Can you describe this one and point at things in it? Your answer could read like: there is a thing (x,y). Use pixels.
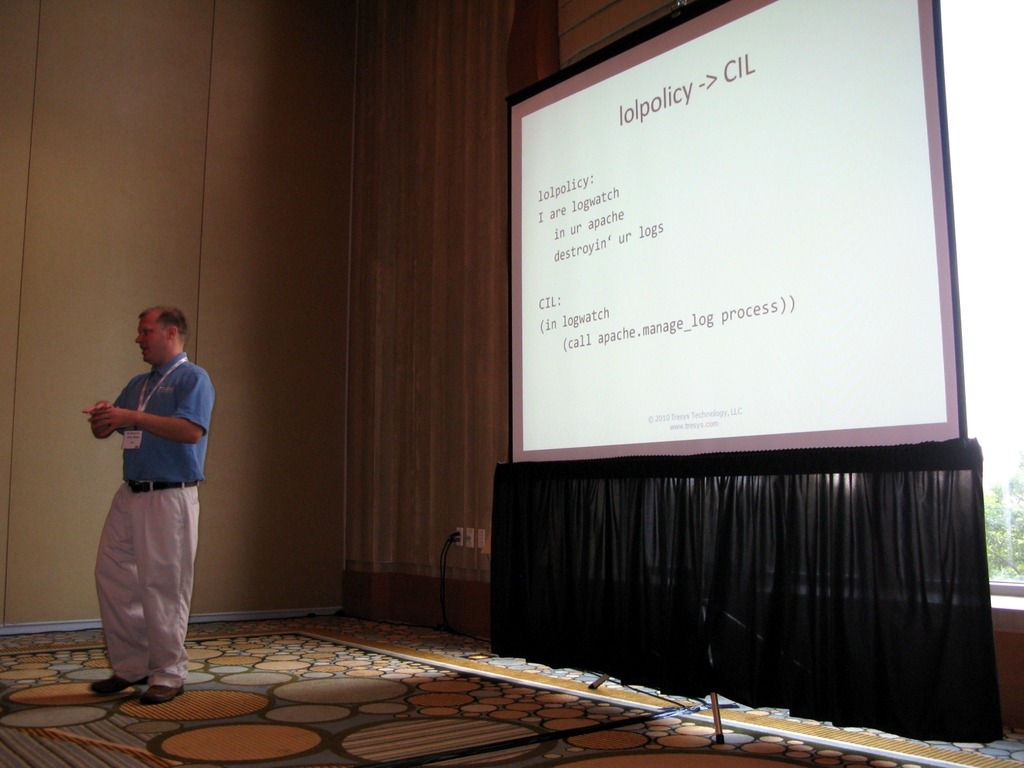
In this image we can see a person (161,614) standing on the carpet (369,669). In the background of the image (444,343) there is wall (242,218). To the right side of the image (767,48) there is a screen (627,454). There is a black color cloth (698,550).
